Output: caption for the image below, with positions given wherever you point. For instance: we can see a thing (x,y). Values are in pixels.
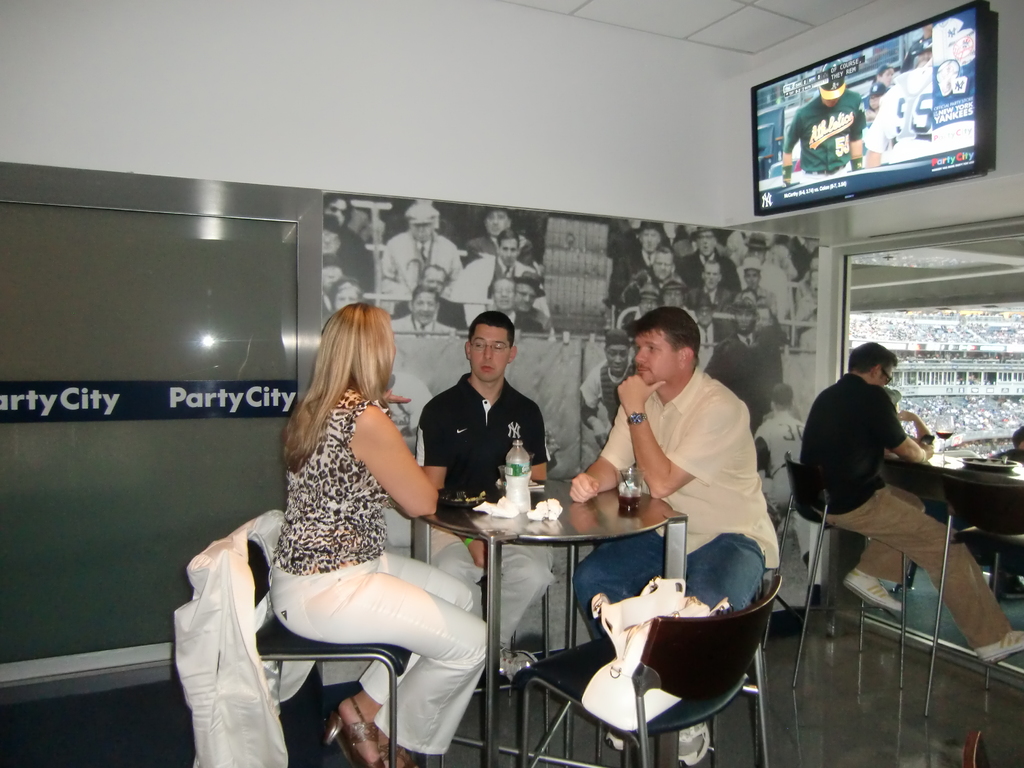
In this picture three people (295,523) are sitting in round table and food items (629,479) are on top of it. In the background (786,114) we observe a television (793,96) fitted to the wall (797,60) and a guy (865,437) is sitting on the table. The picture is clicked inside a stadium (965,368).
